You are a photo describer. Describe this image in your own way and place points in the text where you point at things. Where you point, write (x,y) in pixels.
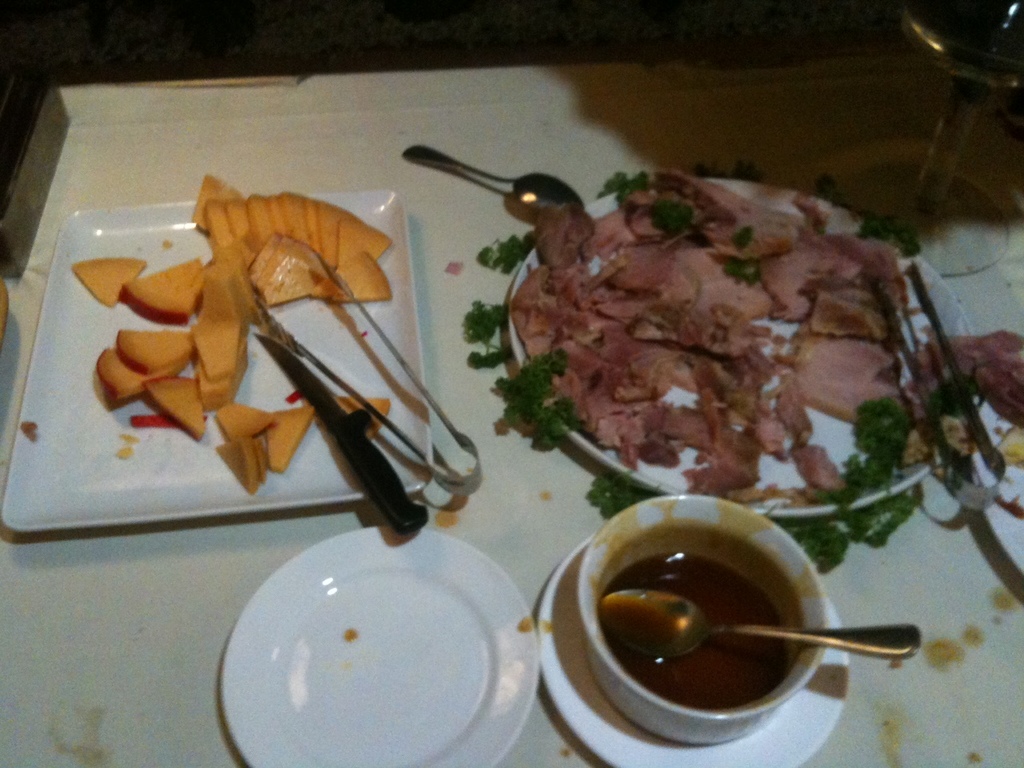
In this image we can see some food (532,386) on the plates (641,427). There are few utensils (738,632) in the image. There is a drink glass (977,47) at the right side of the image (983,88).
